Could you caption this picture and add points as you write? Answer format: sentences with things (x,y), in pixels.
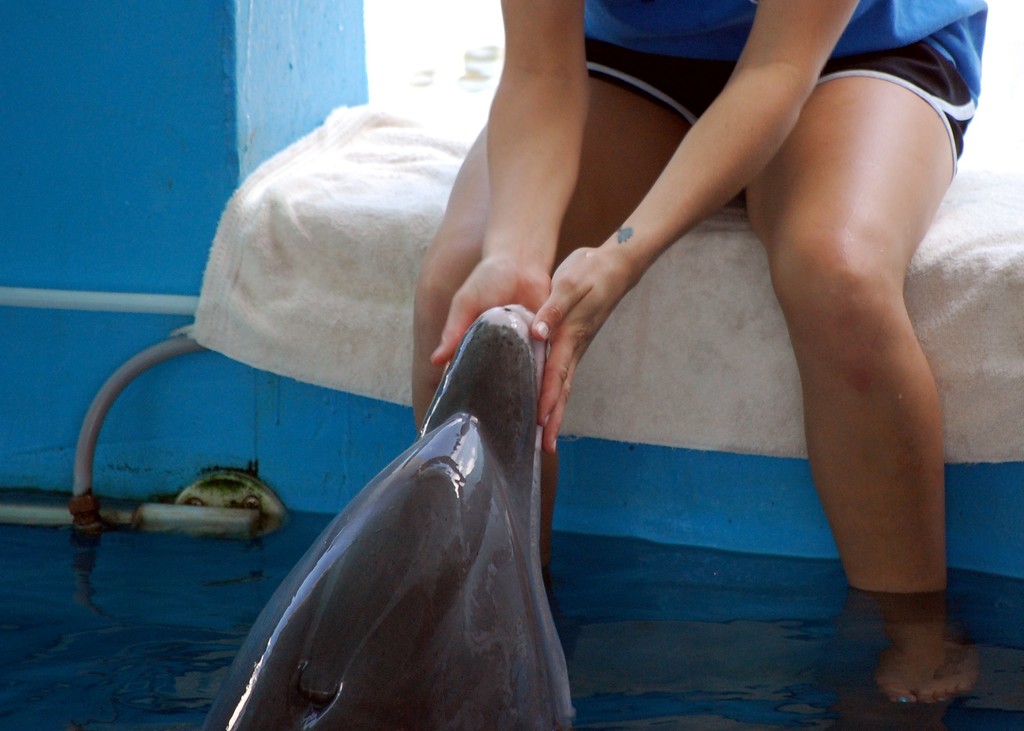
In this image there is a person (484,161) sitting on a cloth (352,170) in front of the pool (158,426) and there is a dolphin (491,520) in the pool (299,540).
